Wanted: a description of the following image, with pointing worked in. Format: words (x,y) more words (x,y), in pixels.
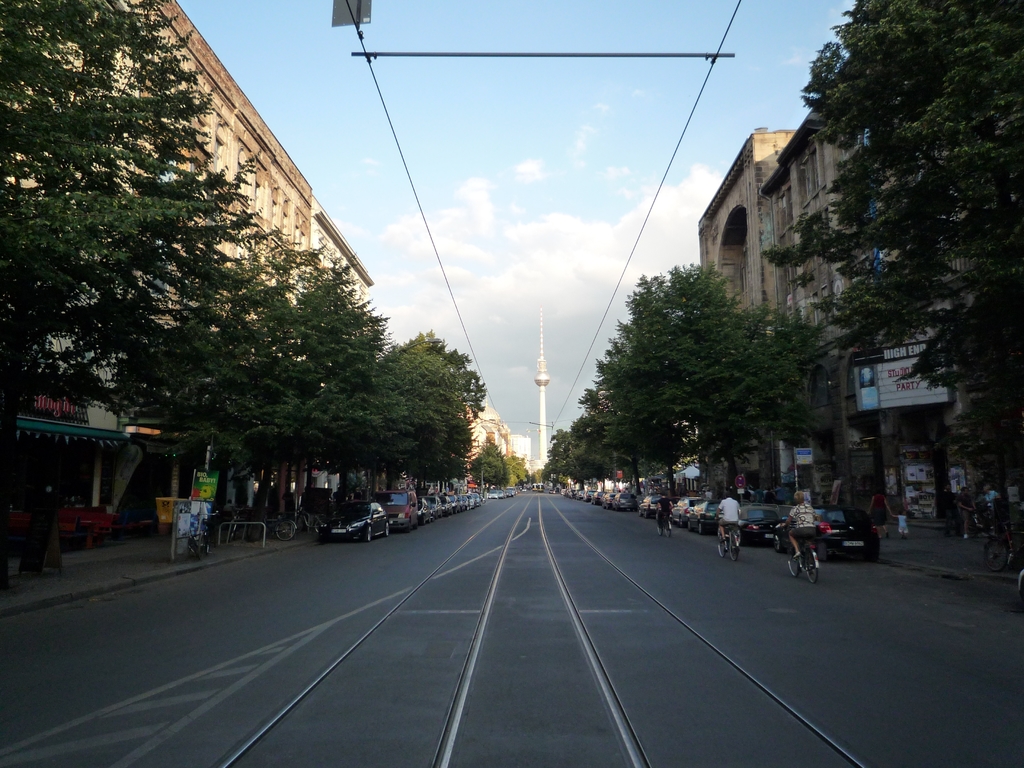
In this picture we can see three persons (796,546) are riding bicycles (737,549), on the right side (773,374) and left side (323,311) there are buildings (822,329), trees (438,351) and cars (742,529), we can see a tower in the background (546,450), on the right side (925,399) there are boards (864,392), we can see the sky (490,201) at the top of the picture (548,96).
